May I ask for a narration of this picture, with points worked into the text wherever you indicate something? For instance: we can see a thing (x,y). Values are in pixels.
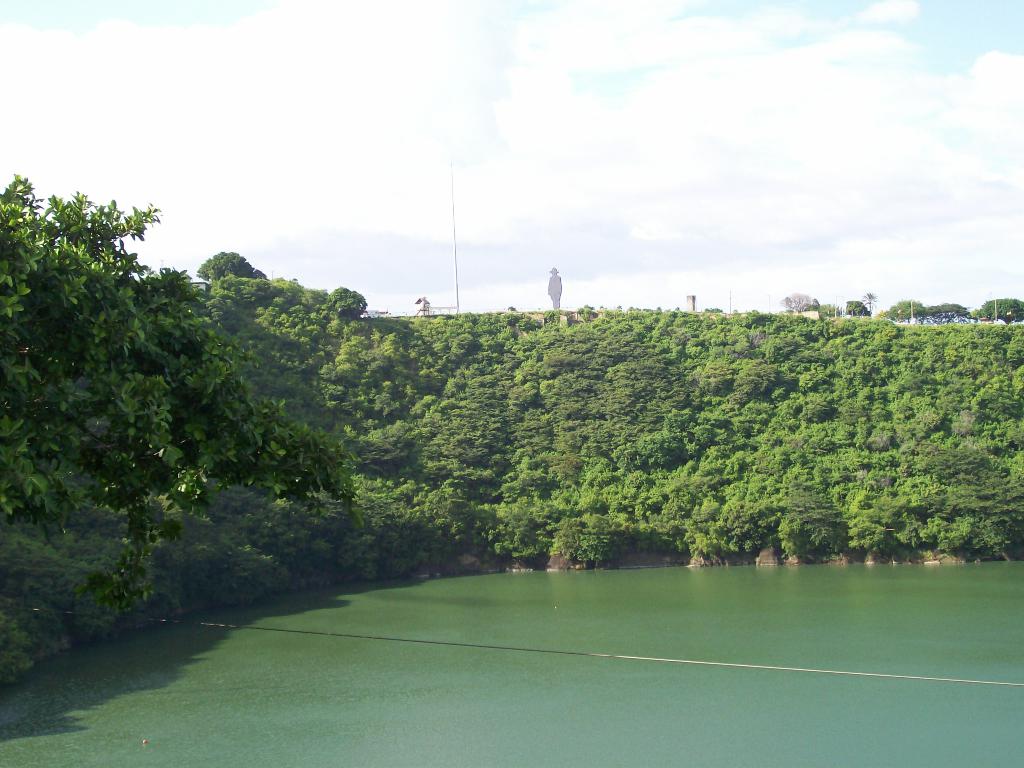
In this image I can see the water (669,689). In the background (501,488) I can see the plants (579,458), many trees (743,341), poles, clouds (526,201) and the sky (449,202).
